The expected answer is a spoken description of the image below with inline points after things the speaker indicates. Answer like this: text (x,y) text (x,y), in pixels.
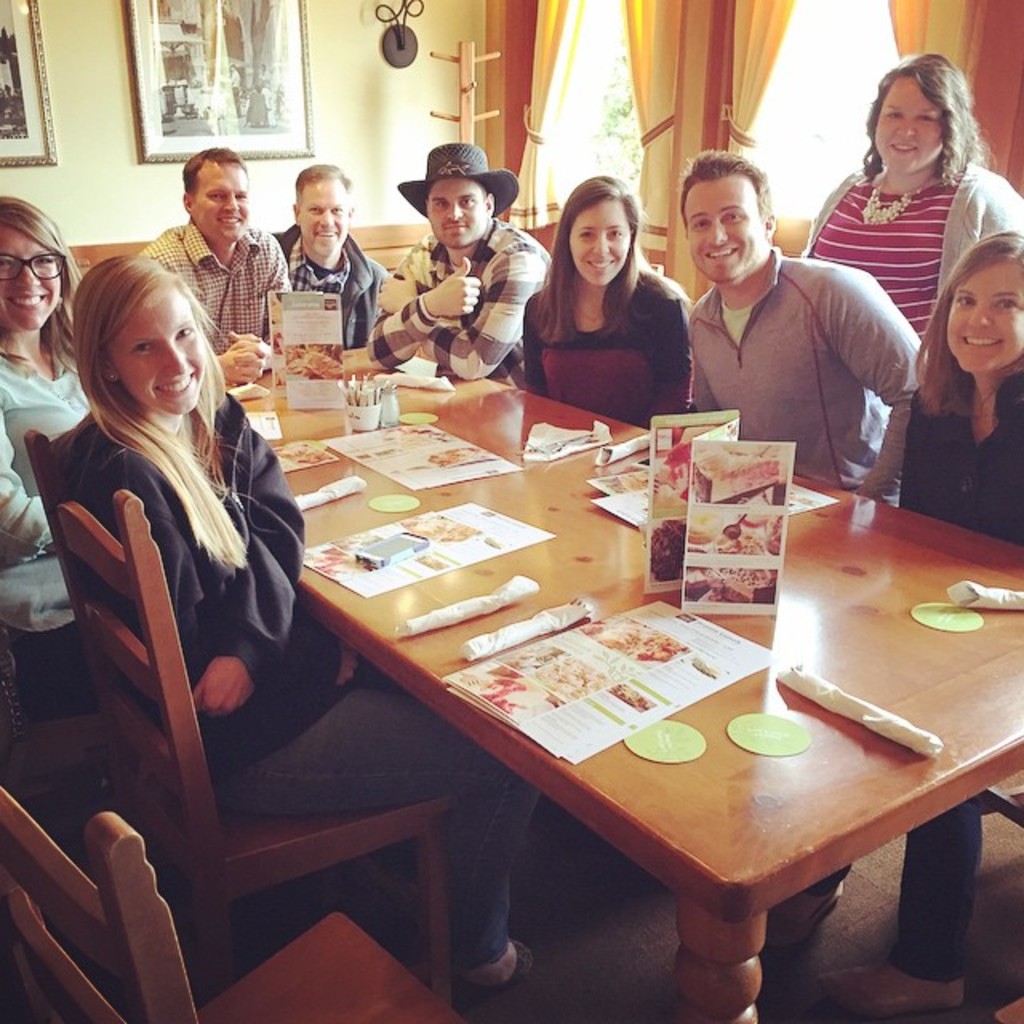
This picture shows a group of people (300,212) seated on the chairs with a smile (735,251) on their faces (685,222) and we see few papers (656,560) on the table (615,516) and we see couple of photo frames (151,90) on the wall (60,13).
